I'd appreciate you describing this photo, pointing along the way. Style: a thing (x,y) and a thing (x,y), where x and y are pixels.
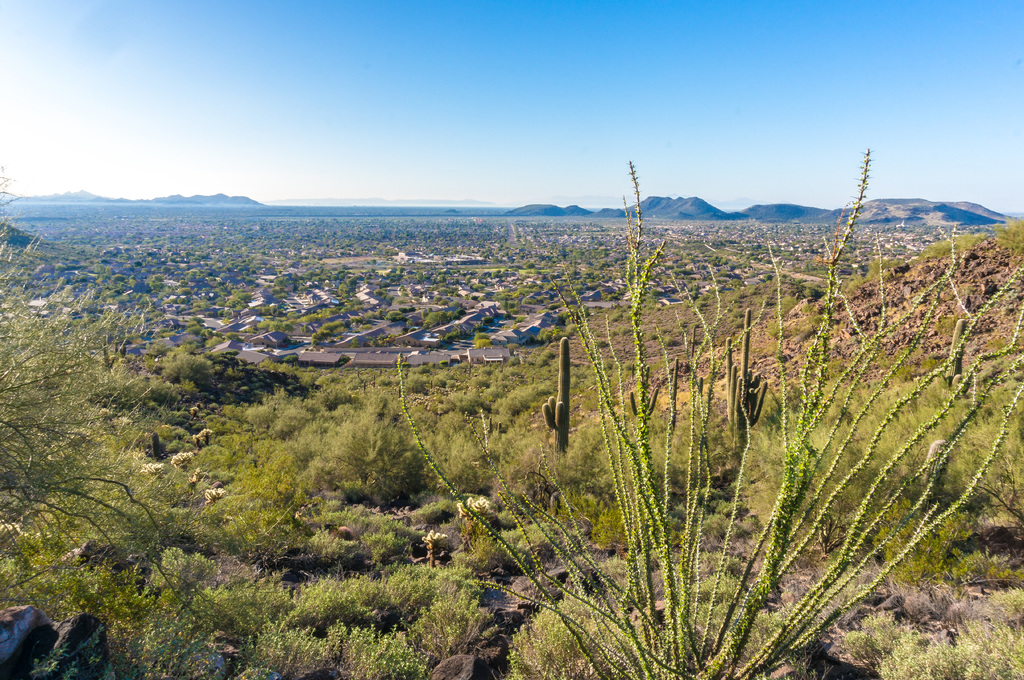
In the background (555,108) we can see the sky (448,179), hills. In this picture we can see the houses (140,249), rooftops (603,240), trees (25,389) and plants (226,441).
